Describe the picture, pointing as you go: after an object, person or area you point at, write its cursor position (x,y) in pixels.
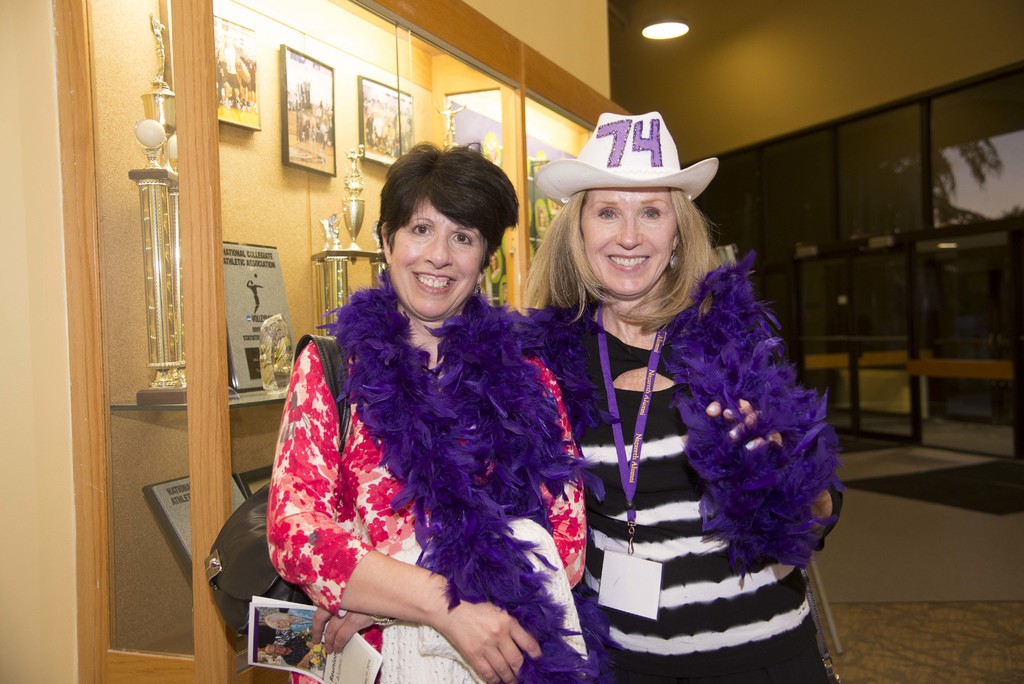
In this image we can see two women (595,504) standing in a room (860,577) a woman (377,458) is holding papers (302,662) in her hand (326,645) and wearing a handbag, in the background (239,189) there are frames (316,90), shields (263,364) inside a cupboard (527,185).
